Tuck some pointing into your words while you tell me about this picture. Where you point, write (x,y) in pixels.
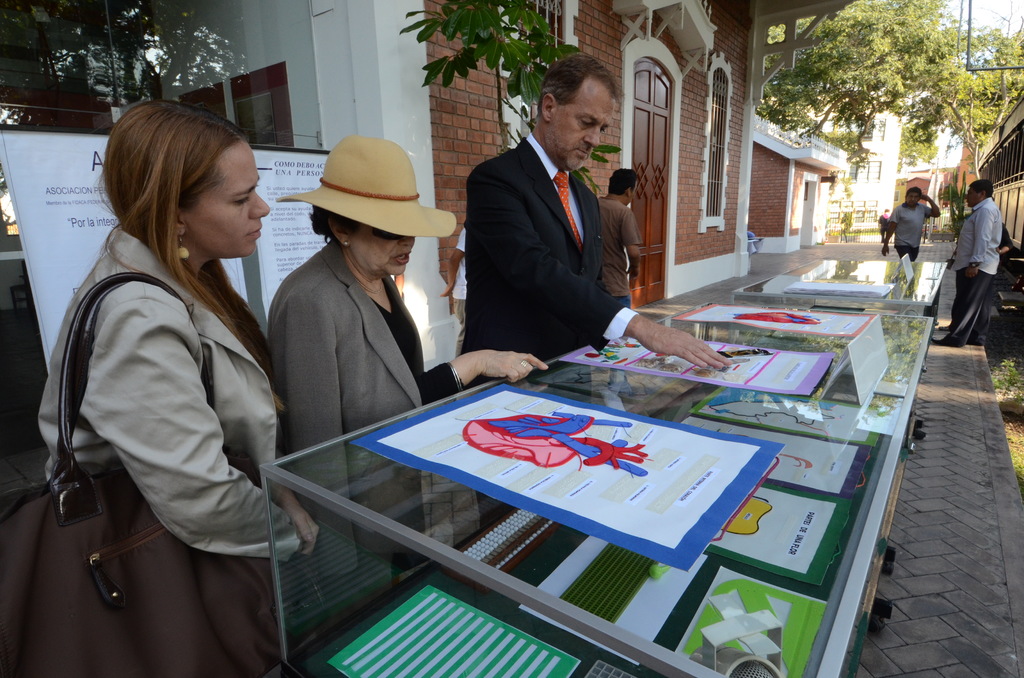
In this picture there are people (379,315) and we can see education charts (427,648) in a display box (655,609) and we can see educational charts (610,532) and boards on display boxes (774,332). We can see buildings (776,160), posters (285,156) on glass (255,124) and trees (859,115).
